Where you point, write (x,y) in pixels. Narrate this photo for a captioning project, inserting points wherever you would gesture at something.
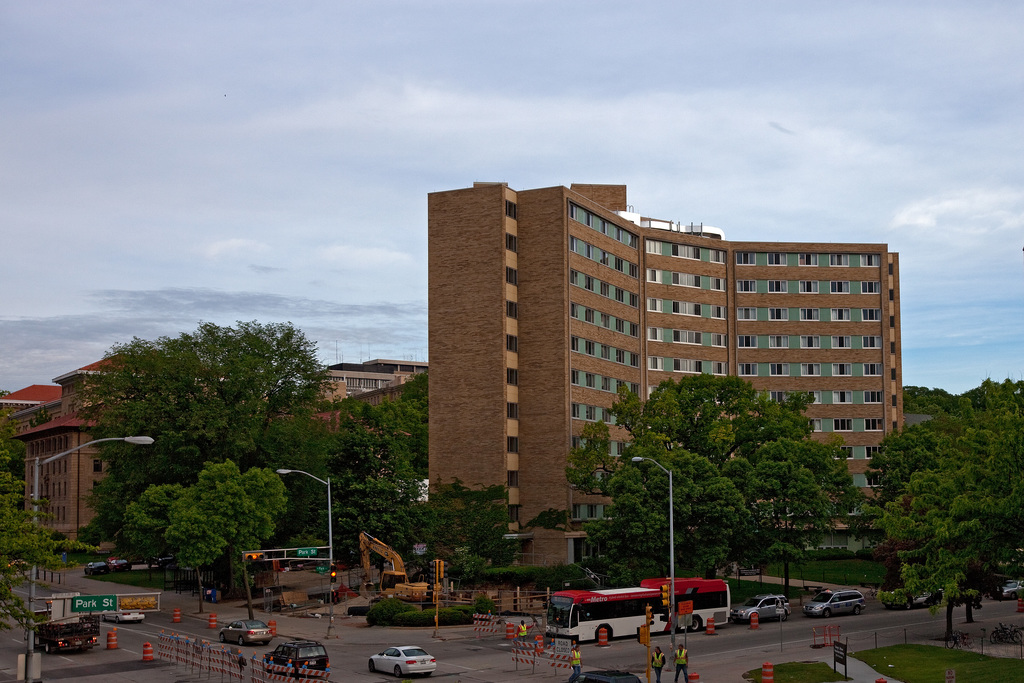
As we can see in the image there are buildings (619,291), trees (153,454), street lamps (672,605), bus (593,601), crane (389,584), cars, fence (214,652), banner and grass (836,582). On the top (457,96) there is sky (457,96).
